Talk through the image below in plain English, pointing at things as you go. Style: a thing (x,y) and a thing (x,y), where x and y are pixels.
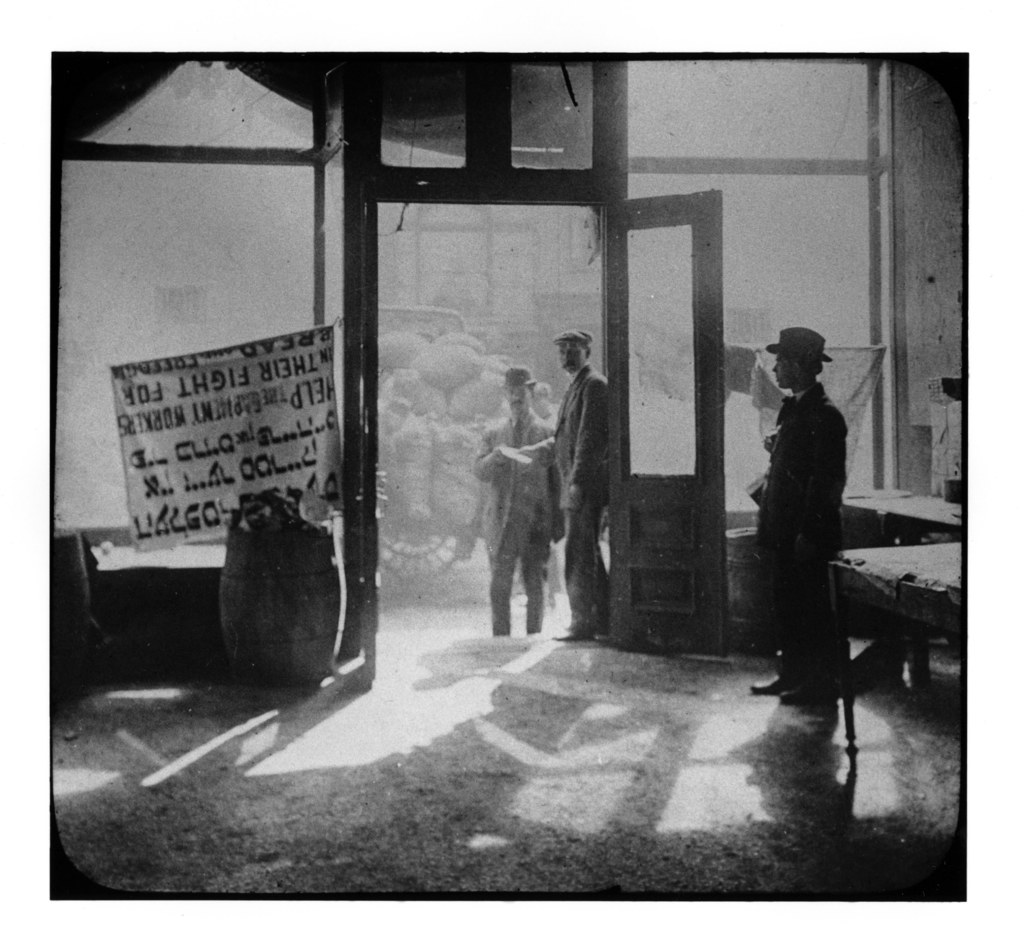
In this image I can see the black and white picture in which I can see few persons (599,484) are standing, the door (658,562), few tables (858,588), a banner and through the door (662,587) I can see few other objects (464,344).
